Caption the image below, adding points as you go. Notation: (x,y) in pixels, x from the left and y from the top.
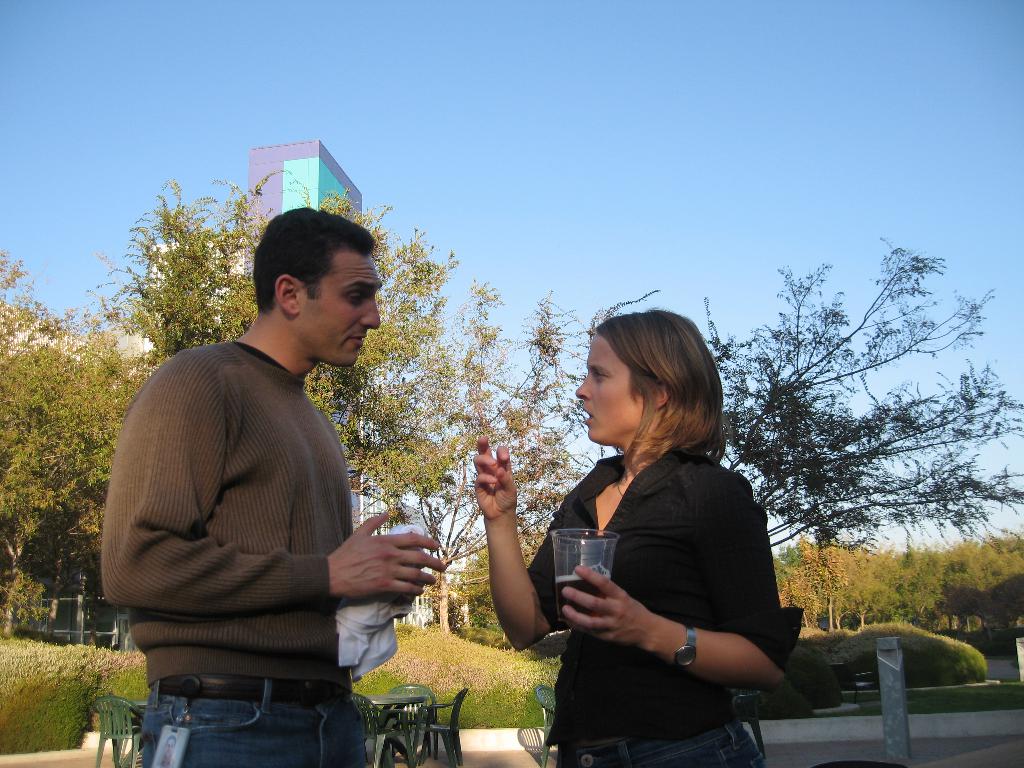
On the left side (232,410), there is a person (250,470) in a shirt (206,455), holding an object (356,606), standing and speaking. On the right side (693,443), there is a woman (735,475) in black color shirt (713,556), holding a glass (603,547) filled with drink (571,582), and speaking. In the background (548,723), there are chairs (456,707) and a table (417,702) arranged on the floor (438,767), there are trees (807,609), plants (496,638), a building (315,172) and there is a blue sky (336,138).
